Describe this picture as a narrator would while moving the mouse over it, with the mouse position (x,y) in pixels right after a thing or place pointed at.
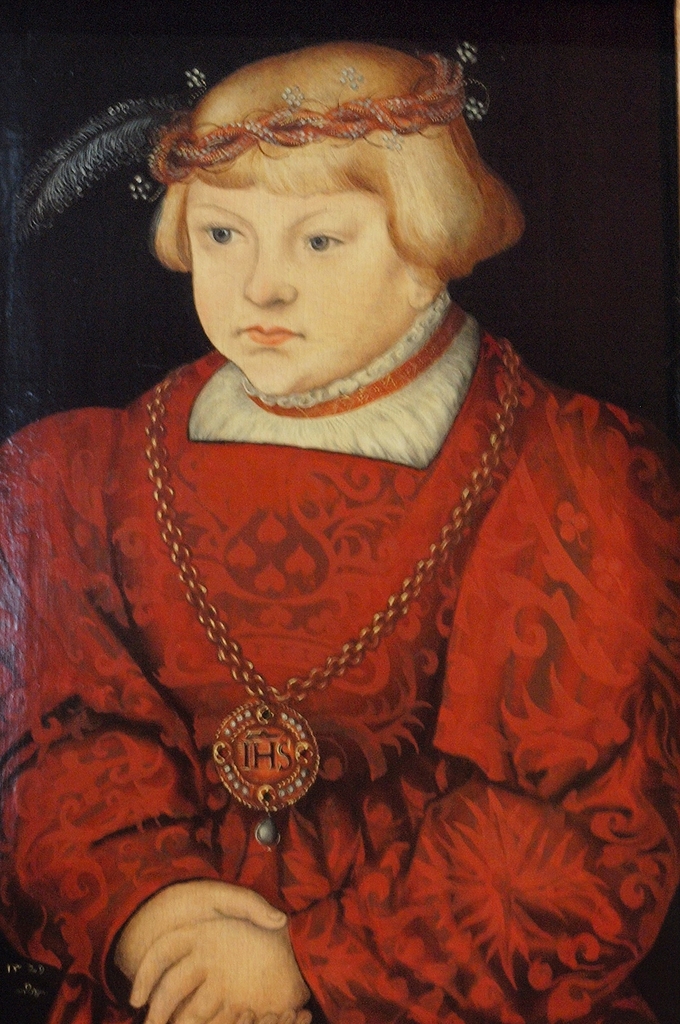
This image is a painting of a girl (386,537). She is wearing a red dress (403,539).
